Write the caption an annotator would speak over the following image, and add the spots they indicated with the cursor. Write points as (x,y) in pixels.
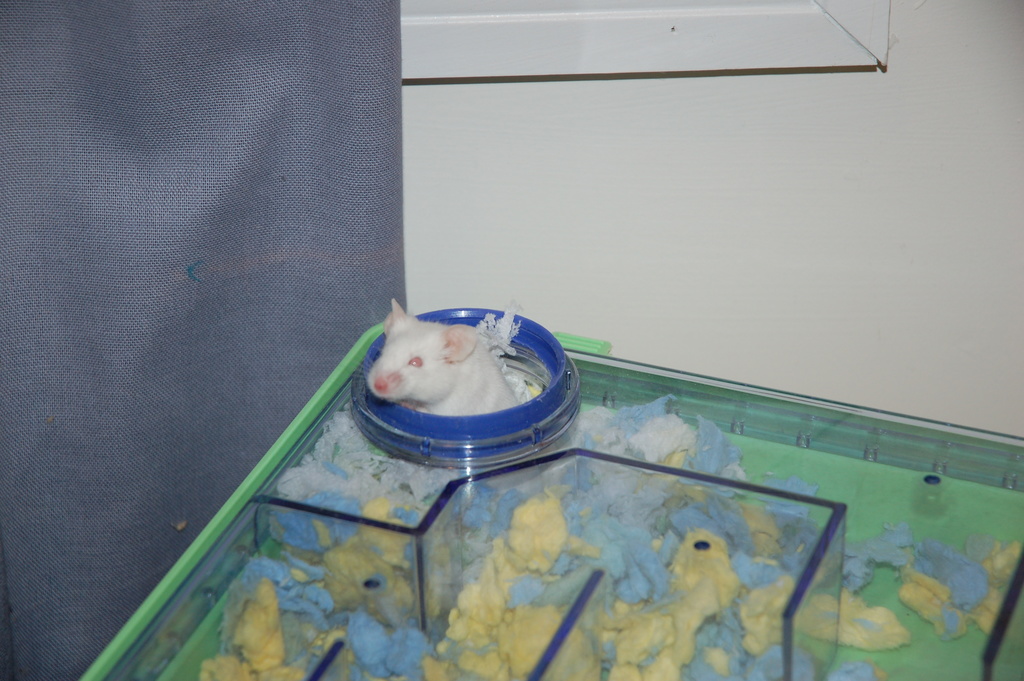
At the bottom of the image (799,570) there is a cage (379,409), on the cage (344,386) there is a rat (379,397). Behind the cage (484,312) there is a wall (1015,218) and cloth (9,110).
